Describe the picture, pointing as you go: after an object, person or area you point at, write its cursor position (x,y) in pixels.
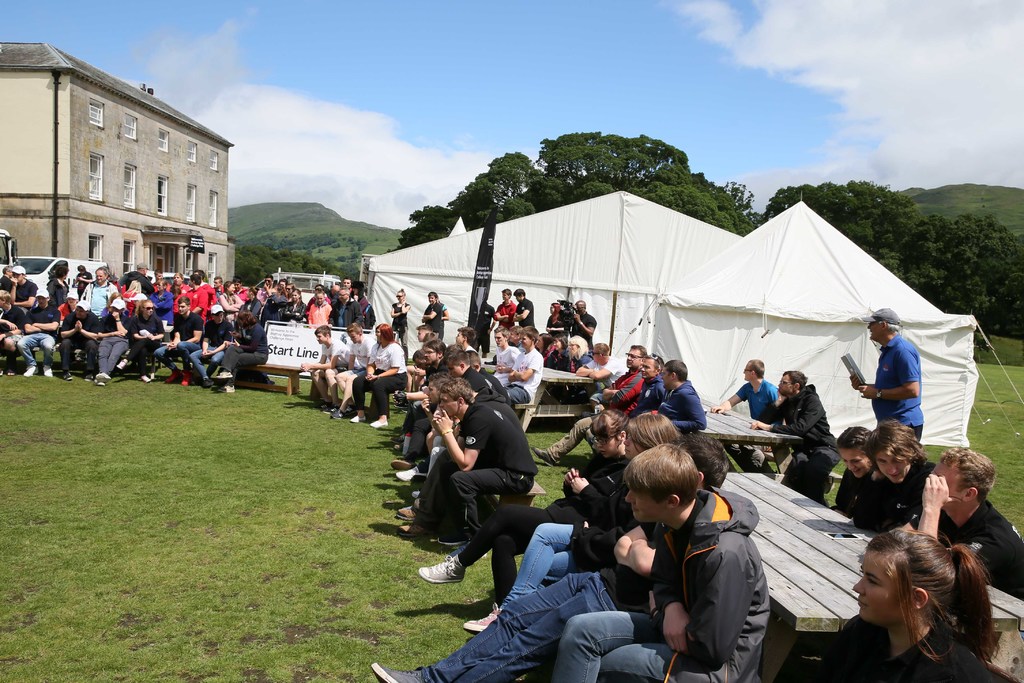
This image consists of many people (621,475) sitting in the garden (320,532). At the bottom (211,579), there is green grass (206,497). On the right (720,400), there are tents (619,353). On the left (91,155), there is a building (91,230). In the background (552,160), there are trees (867,221). And there are clouds (295,155) in the sky (295,44).
